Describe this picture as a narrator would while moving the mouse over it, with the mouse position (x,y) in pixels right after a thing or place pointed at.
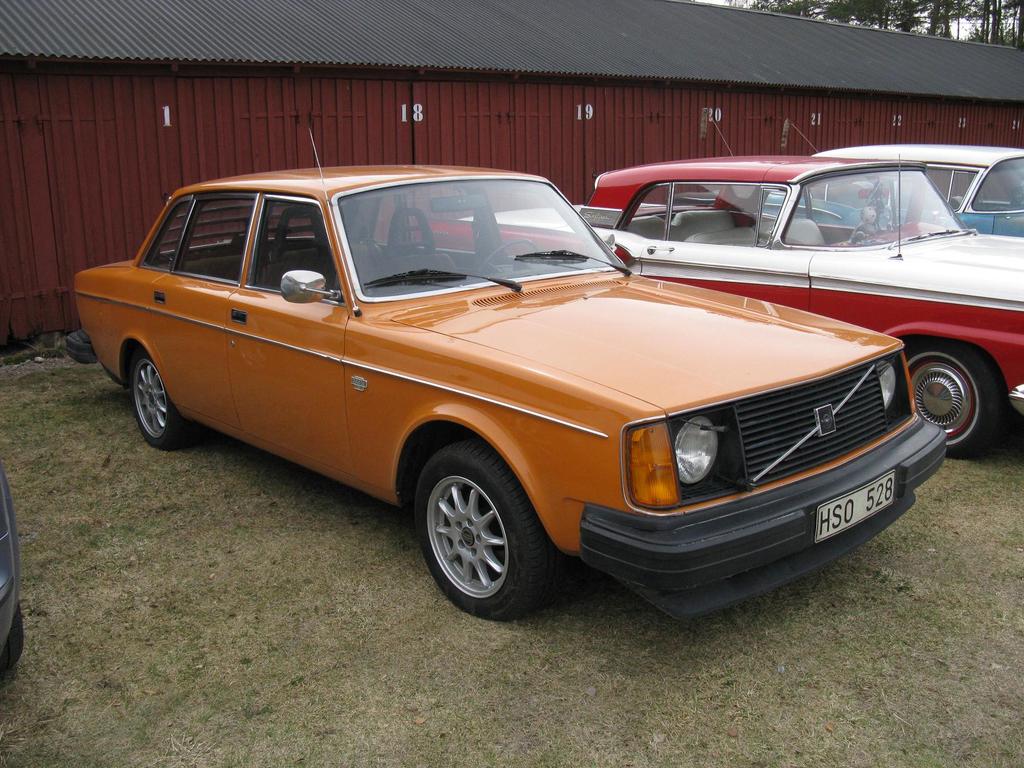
In the center of the image (571,378) we can see a few cars (738,375) in different colors. In the background (885,134), we can see trees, one building (487,134), wall (374,162), roof (658,20) and grass (39,488). On the wall (103,107) we can see some numbers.
